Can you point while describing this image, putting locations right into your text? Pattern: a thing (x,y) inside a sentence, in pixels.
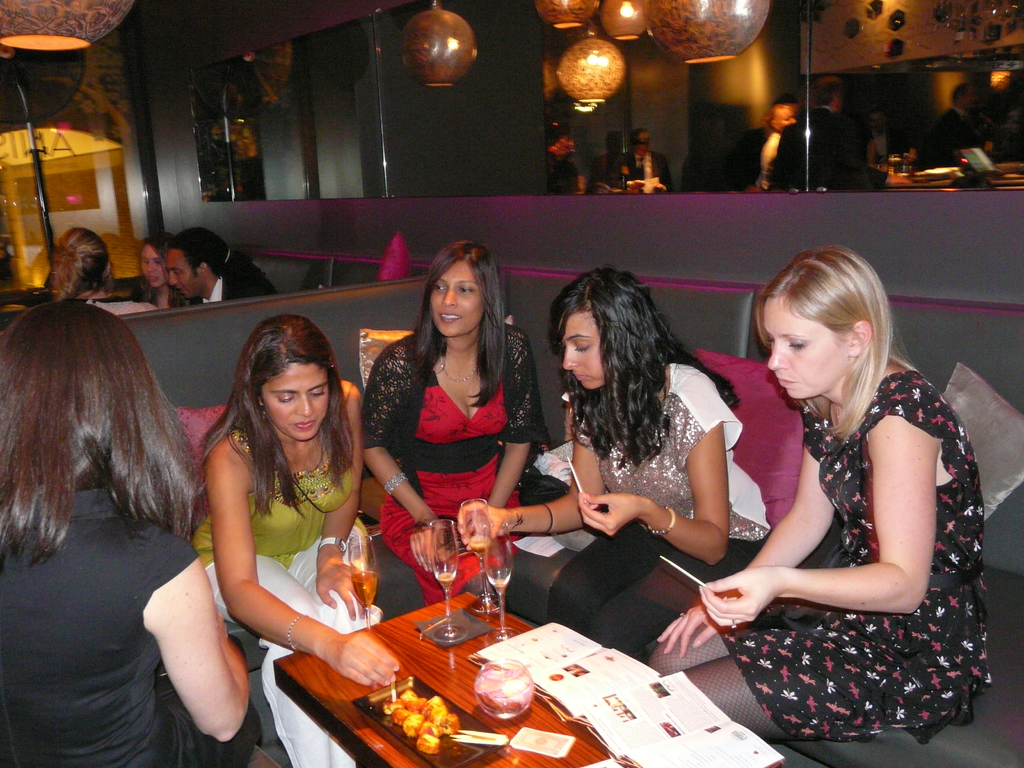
In the picture I can see five women (688,660) sitting on the sofa (763,465). There is a woman (624,317) on the right side (709,501) is holding a glass (470,500) in her right hand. I can see a wooden table (349,687) on the floor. I can see the books (626,756), glasses (497,568) and serving plate (462,755) are kept on the table (535,711). I can see three persons (109,301) on the top left side (235,255). I can see the decorative lamps (60,48) at the top of the image (727,21). I can see the mirrors (672,81) on top right side (708,138).
